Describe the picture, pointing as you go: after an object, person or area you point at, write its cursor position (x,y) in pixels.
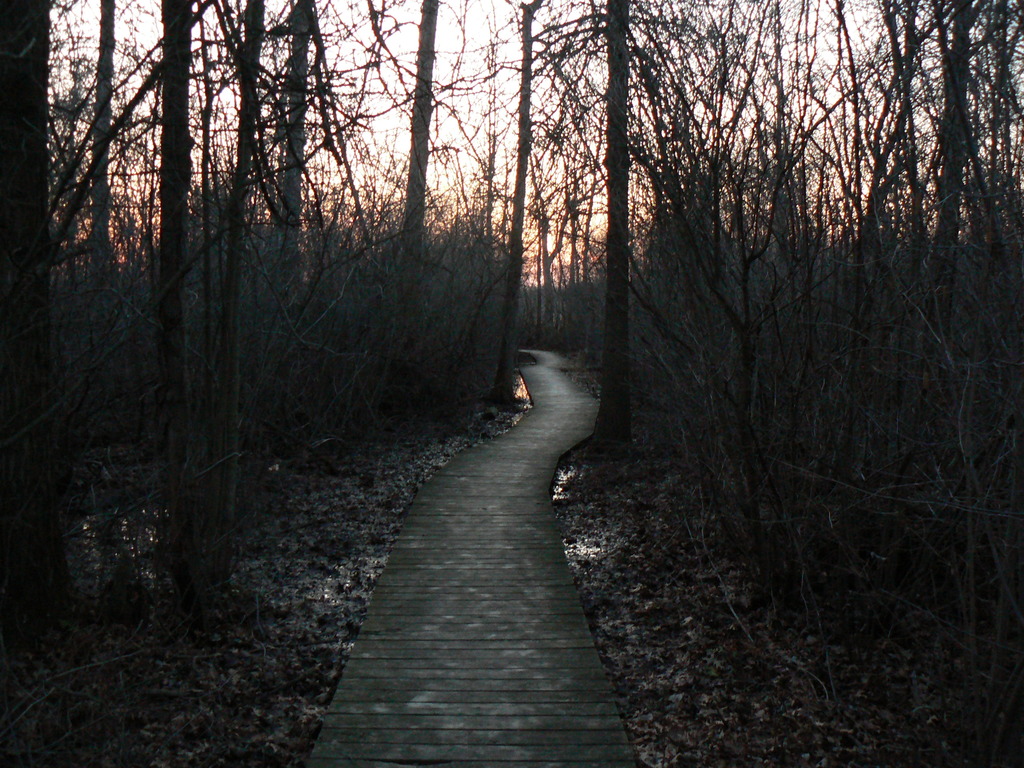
In the picture we can see a wooden path (537,379) in the forest (563,358) and besides we can see full of trees (623,249) and in the background (529,240) we can see a part of sky (565,240) from the trees (611,239).
